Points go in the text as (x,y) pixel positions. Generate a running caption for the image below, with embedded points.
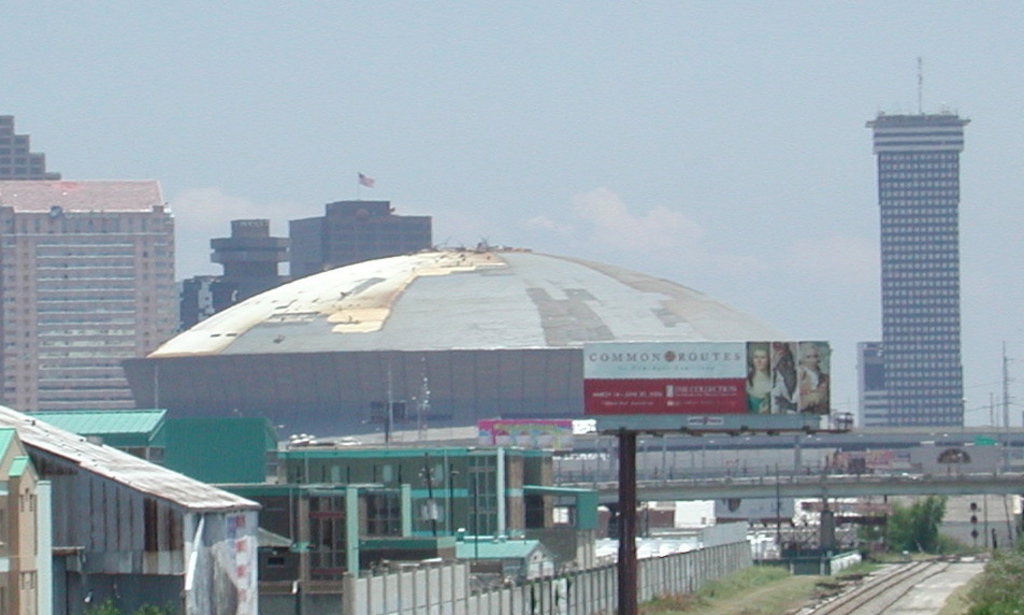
This image consists of buildings (402,485). At the bottom (880,607), we can see the tracks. Beside which, there is green grass (739,592) on the ground (669,594) along with a fencing (681,575). In the front (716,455), we can see a bridge (968,482). At the top (426,114), there is sky (450,119). On the right (947,398), we can see a skyscraper (911,387).
